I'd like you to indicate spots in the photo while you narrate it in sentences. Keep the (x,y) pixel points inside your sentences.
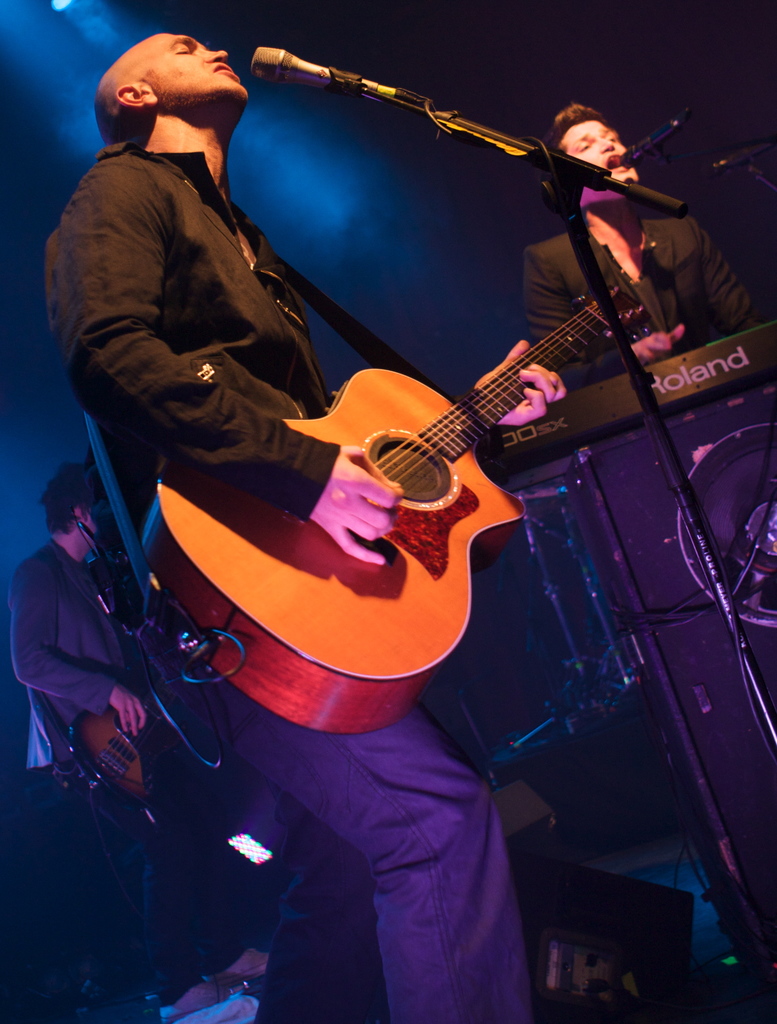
In this image we can see a man (275,451) holding a guitar (446,555) in his hands (552,400) and playing it. On the right side of the image (673,264) we can see a man (678,315) playing the piano (602,406) and singing through mic (636,155).
